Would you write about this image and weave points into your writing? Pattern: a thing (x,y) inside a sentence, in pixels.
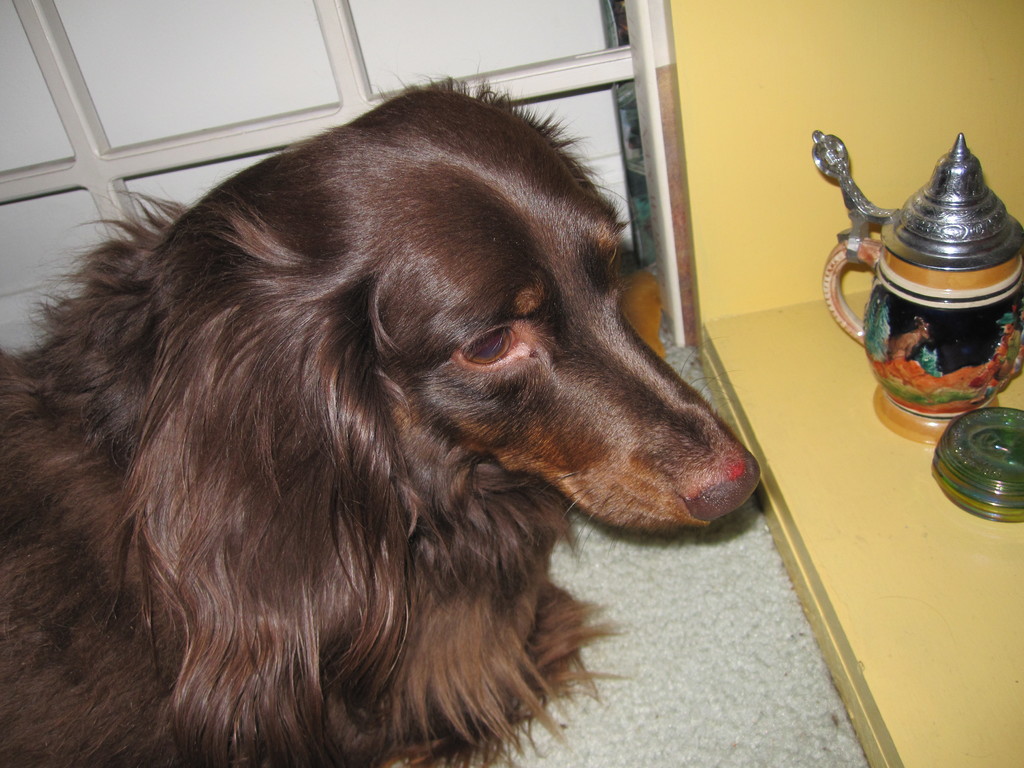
On the left side of this image (174,437) there is a dog (276,457) facing towards the right side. On the right side (720,399) there is a jar (898,351) on a wooden plank (783,444). At the top of the image (77,149) there is a metal frame (83,104).
